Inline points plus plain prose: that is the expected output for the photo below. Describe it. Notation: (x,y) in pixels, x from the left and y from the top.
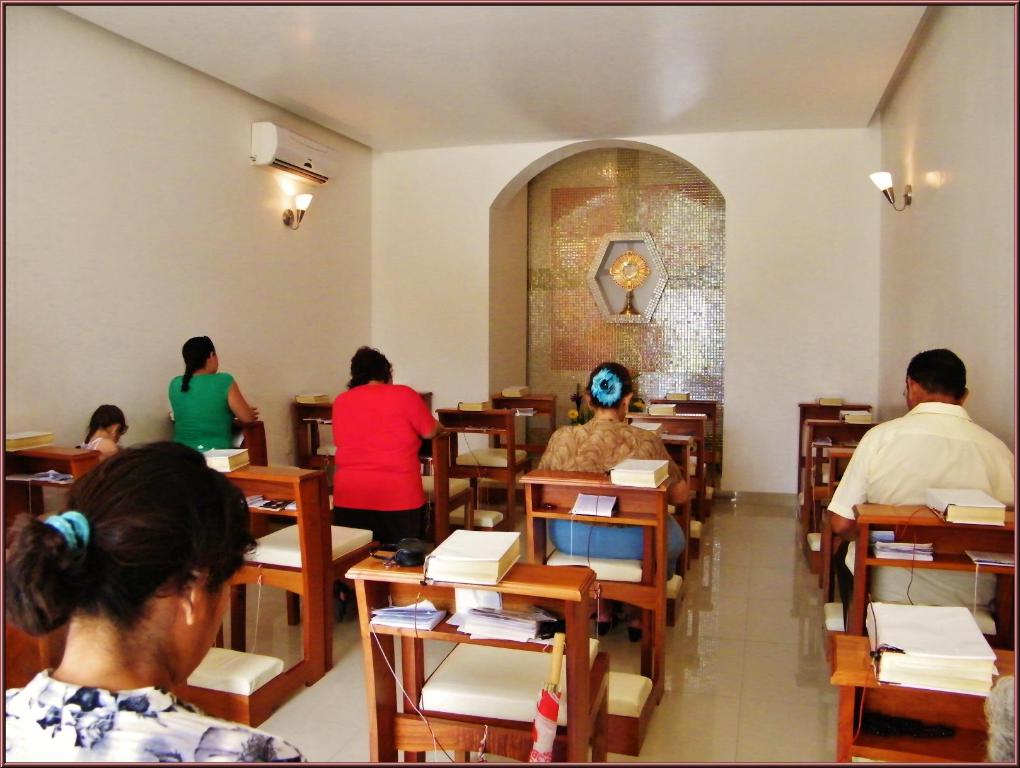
There are many people (90,508) sitting in the room (457,468). There are tables (308,489) and seats (497,671). On the table (523,573) there are books (473,571), papers (474,623) and an umbrella (553,732). In the background (355,228) there is a wall (784,225). And there is a box (611,280). There is an AC (294,161) and lights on the wall (865,198).
